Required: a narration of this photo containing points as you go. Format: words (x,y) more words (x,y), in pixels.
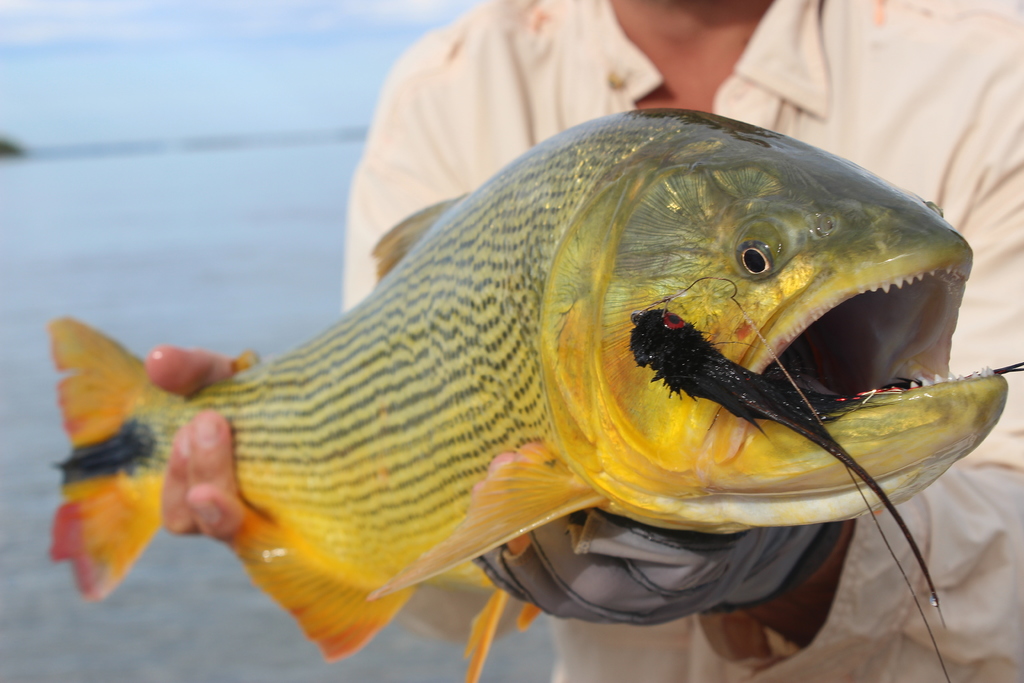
In this image we can see a person (675,573) holding a fish (510,500). In the background (335,267) there is water (233,225) and we can see the sky (260,108).
